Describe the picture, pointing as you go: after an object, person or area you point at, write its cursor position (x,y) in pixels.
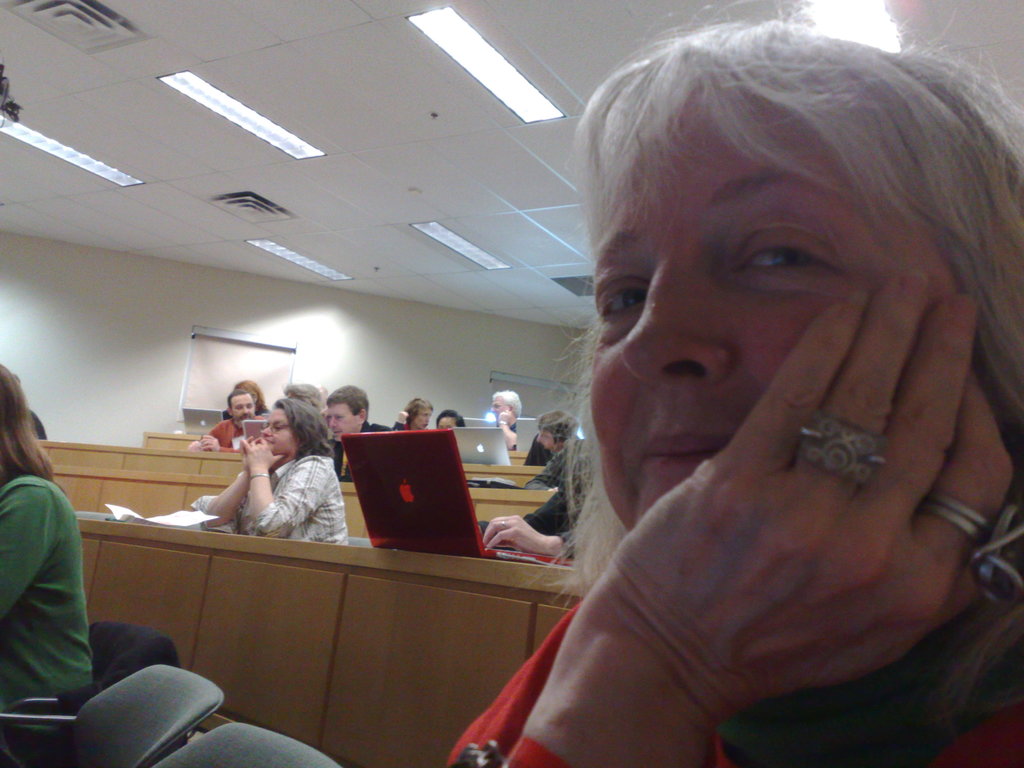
In the foreground of the image (894,340) we can see a woman (885,340) wearing a red dress (560,766). In the middle of the image (524,487) we can see a group of people (308,492) sitting in front of a table (495,568). On the table (292,597) we can see a group of laptops (386,492) and paper (179,521) placed on it. To the left side of the image (40,591) we can see a woman (60,666) wearing green dress (48,555) is sitting on a chair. In the background (281,362), we can see boards (259,341) and some lights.
